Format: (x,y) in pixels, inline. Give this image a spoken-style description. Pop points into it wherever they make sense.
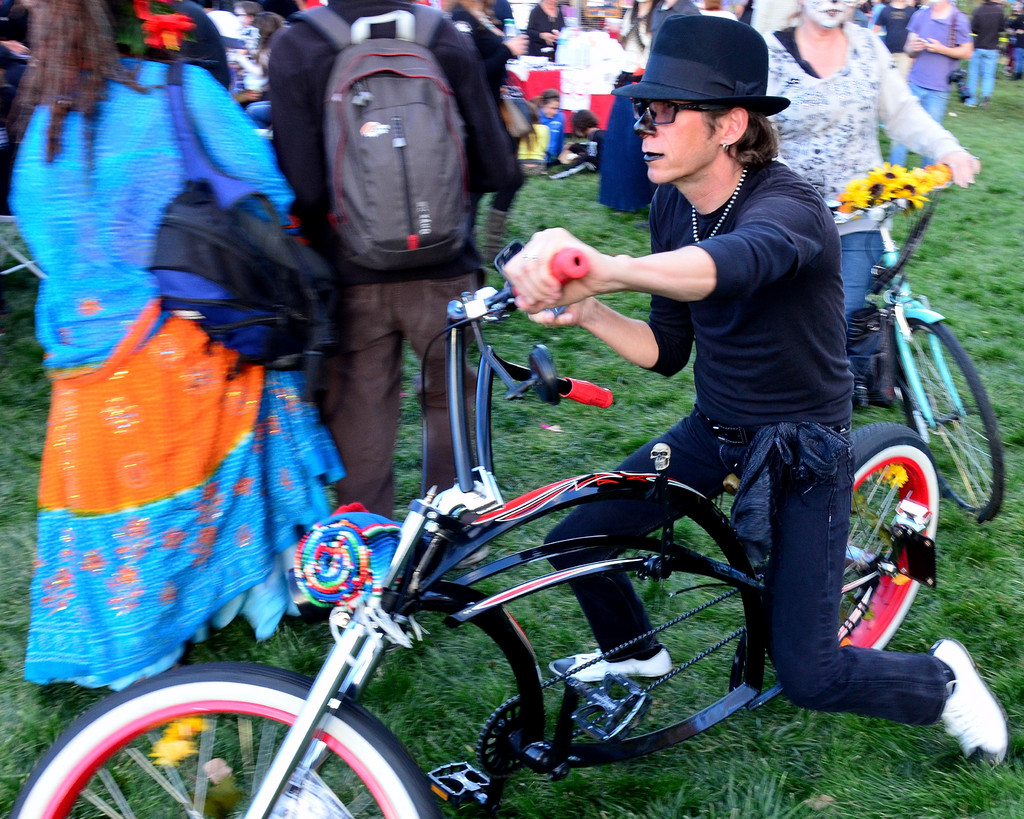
In this image I see 2 persons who are on the cycle (451,396). In the background (588,126) I see lot of people (5,18) on the grass (989,795).
